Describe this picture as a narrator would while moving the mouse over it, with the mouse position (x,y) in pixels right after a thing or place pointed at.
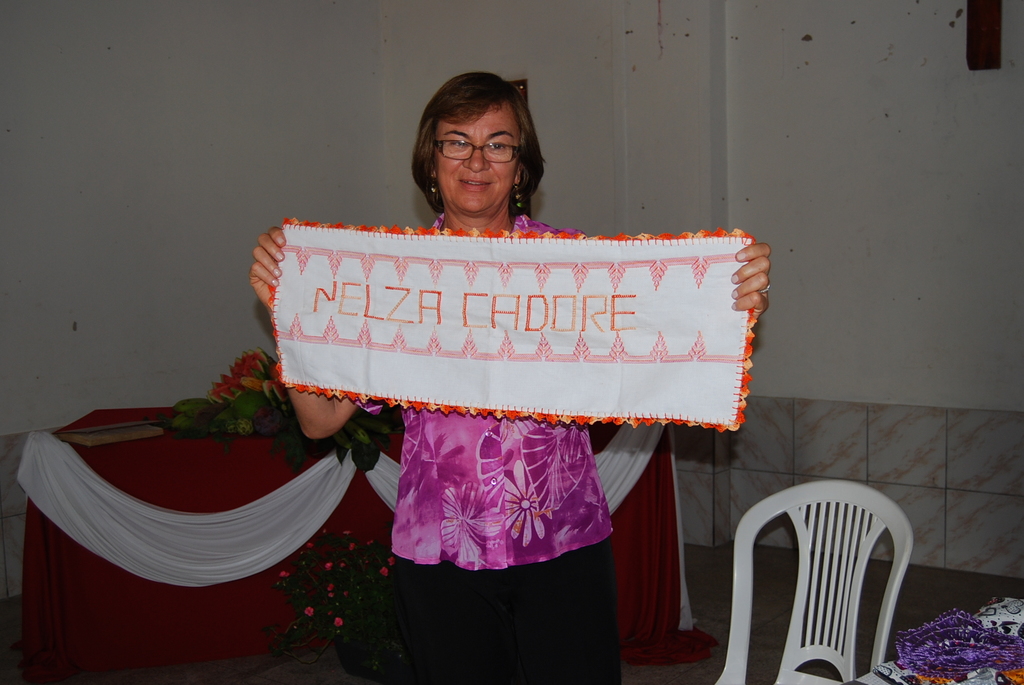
This is an inside view of a room (566,277). Here I can see a woman (467,626) standing, holding a cloth (475,297) in the hands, smiling and giving pose for the picture. Beside her there is a chair (837,644). In the background (110,548) there is a table (192,461) which is covered with a cloth (163,589). On the table (171,469) there are some fruits (231,424) and a book (114,438). At the back of this woman (444,619) there is a flower pot (344,649) which is placed on the floor (308,660). In the background (608,62) there is a wall (314,76).
